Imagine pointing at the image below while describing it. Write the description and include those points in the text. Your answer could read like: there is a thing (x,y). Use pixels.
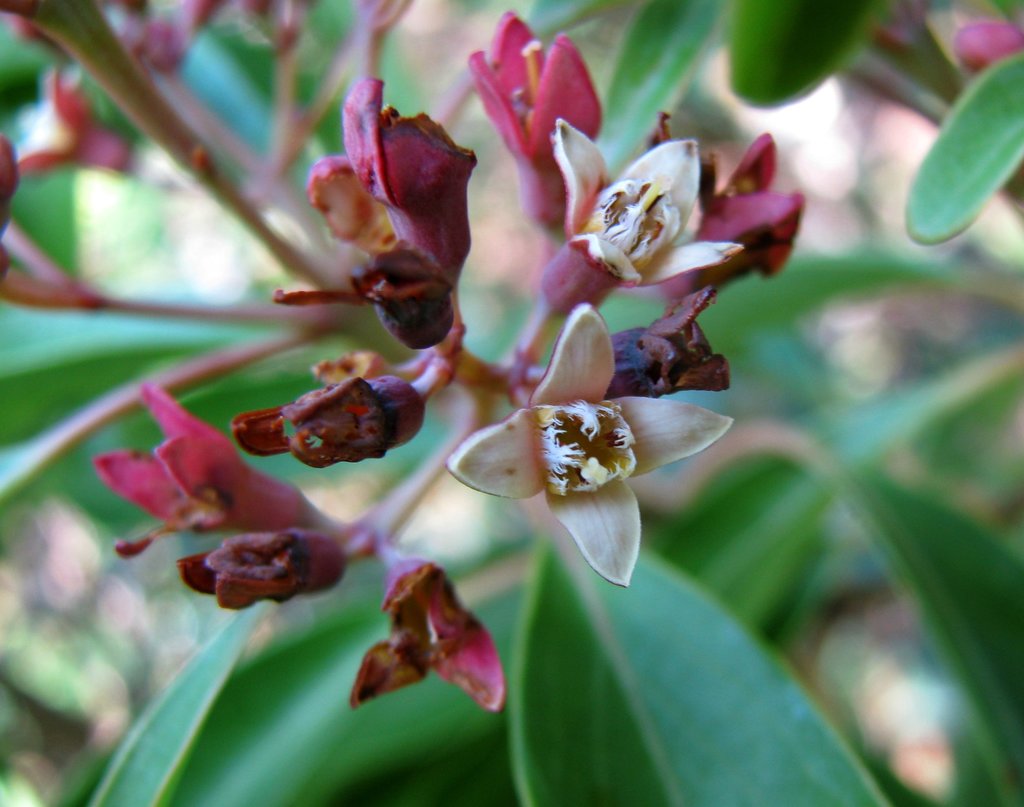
In this image, there is a plant (50,387), there are some green color leaves (223,800) and there are some flowers (767,145) on the plant (760,595).
